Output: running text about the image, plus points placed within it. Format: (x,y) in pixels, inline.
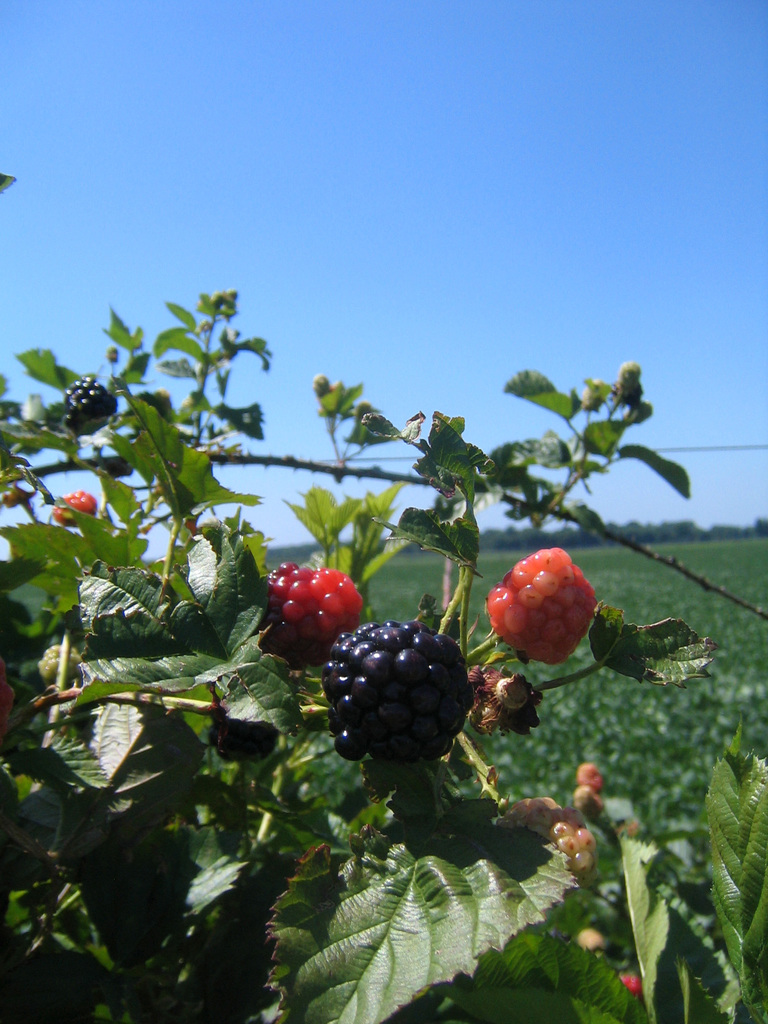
In this image I can see the fruits (338,614) to the plants (213,653). These fruits (343,653) are in black and red color. In the background (737,577) I can see the plants (506,752), many trees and the blue sky (166,157).
